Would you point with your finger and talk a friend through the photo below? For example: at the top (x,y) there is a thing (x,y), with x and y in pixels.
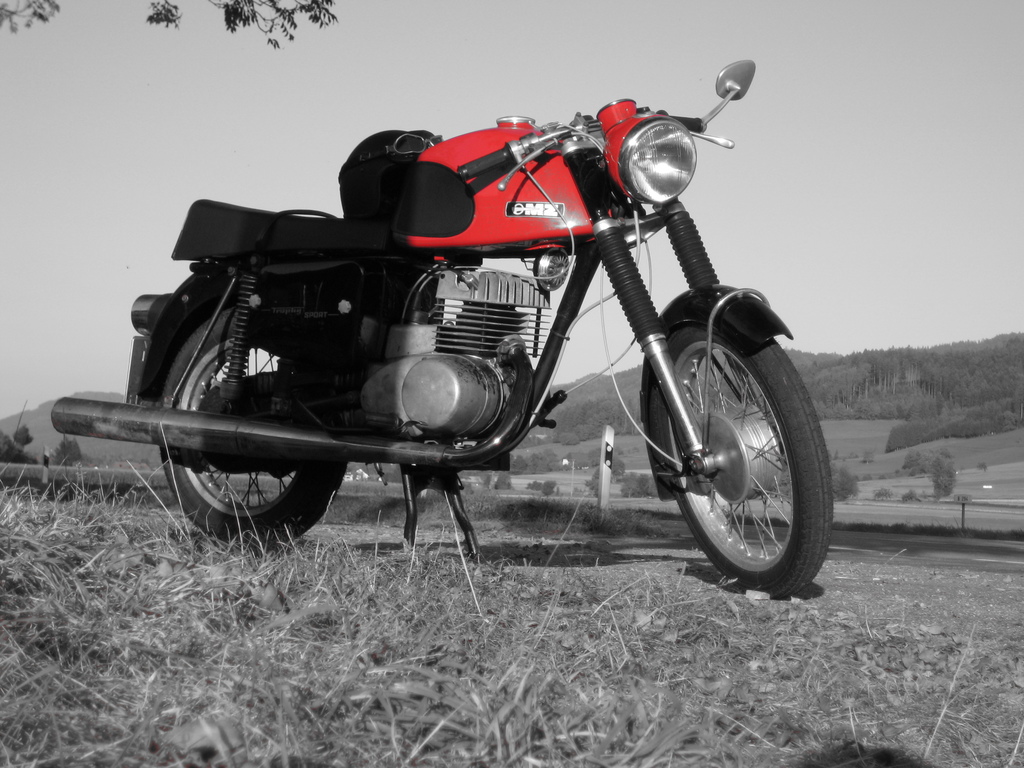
Here in this picture we can see a motorbike (373,315) present on a ground (464,591), which is fully covered with grass (275,624) over there and in the far we can see mountains (618,437) covered with plants (844,407) and grass (872,430) and we can see trees (818,399) here and there.
